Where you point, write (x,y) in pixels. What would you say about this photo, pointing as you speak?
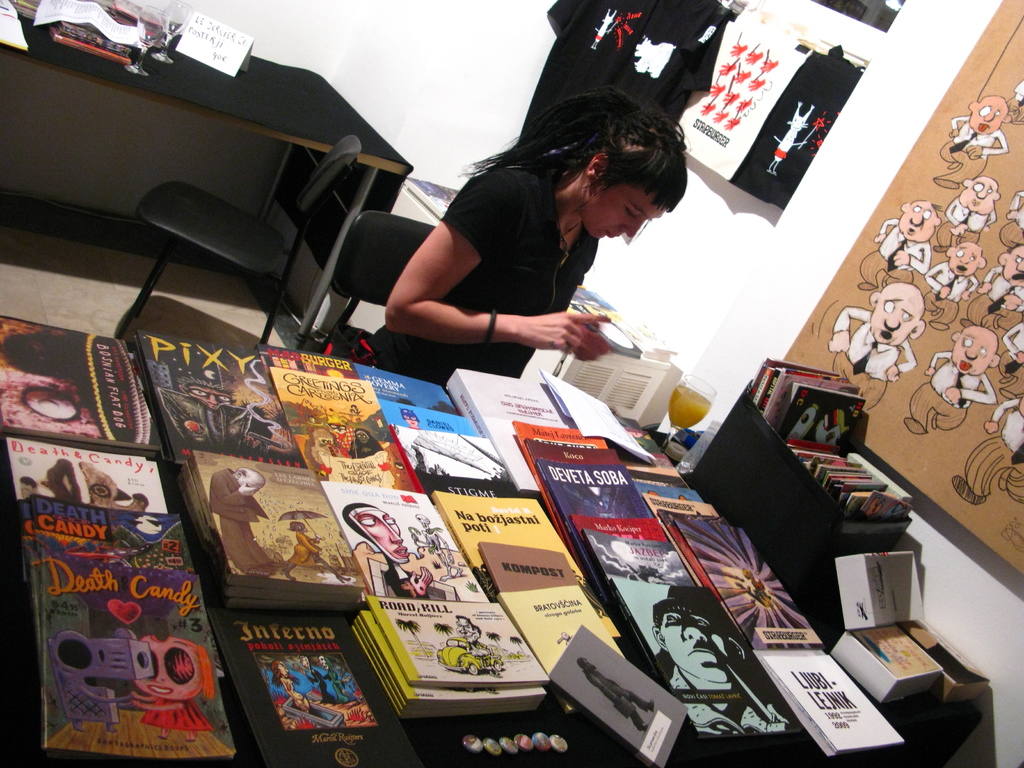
In this image I can see a woman (540,243) is standing. Here I can see number of books (328,430), few chairs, tables (277,131) and few clothes (685,60).
